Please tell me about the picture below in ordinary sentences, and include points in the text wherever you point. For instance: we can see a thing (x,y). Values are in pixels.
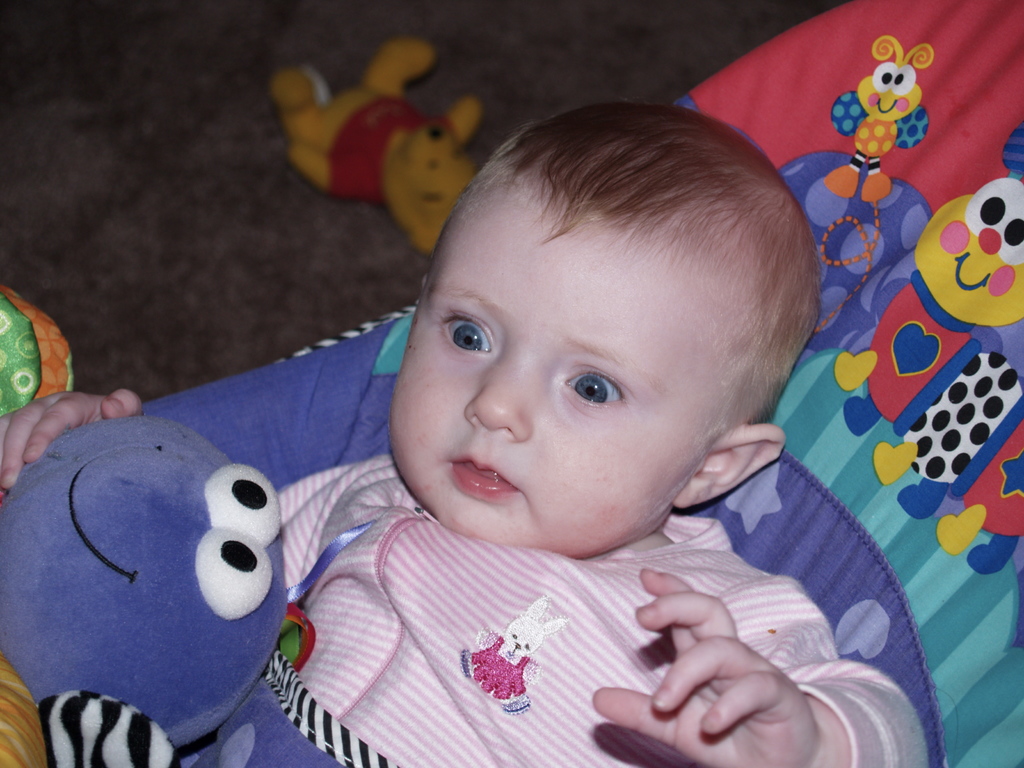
As we can see in the image there is cloth (290,375), toys (105,503) and a child (470,457) wearing pink color dress (427,673).
